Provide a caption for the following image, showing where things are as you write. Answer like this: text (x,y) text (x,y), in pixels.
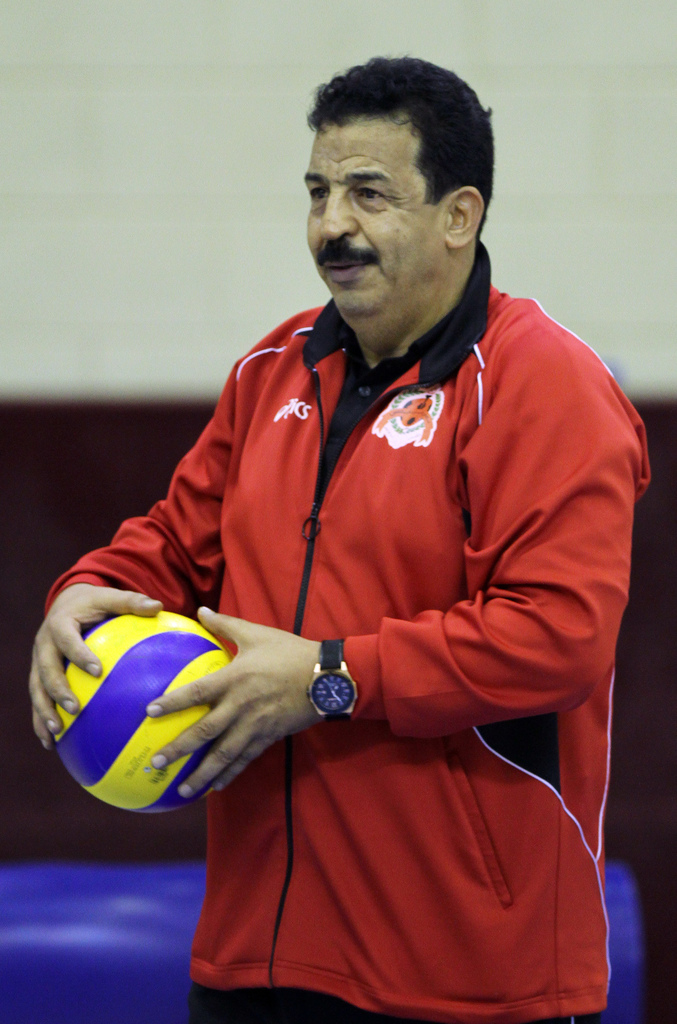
He is standing. He is wearing a red color jacket (475,722). He's holding a ball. He's wearing a watch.
